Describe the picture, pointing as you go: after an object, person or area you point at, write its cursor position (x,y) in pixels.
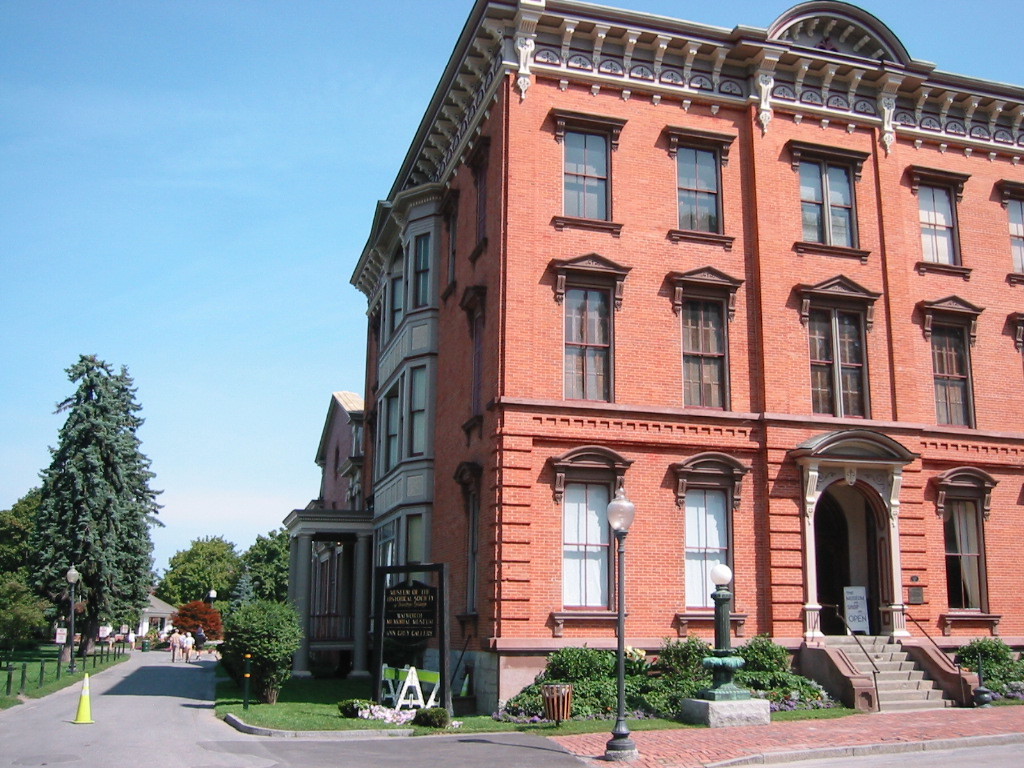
In the image we can see a building (609,405) and the windows (575,529) of the building (564,526). There is a road (173,724), grass (301,705), trees (94,534), light pole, board (419,608), road cone (83,692), stairs (902,685), plant (684,667) and a pale blue sky (40,195). We can see there are even people (187,634) wearing clothes (190,648).
